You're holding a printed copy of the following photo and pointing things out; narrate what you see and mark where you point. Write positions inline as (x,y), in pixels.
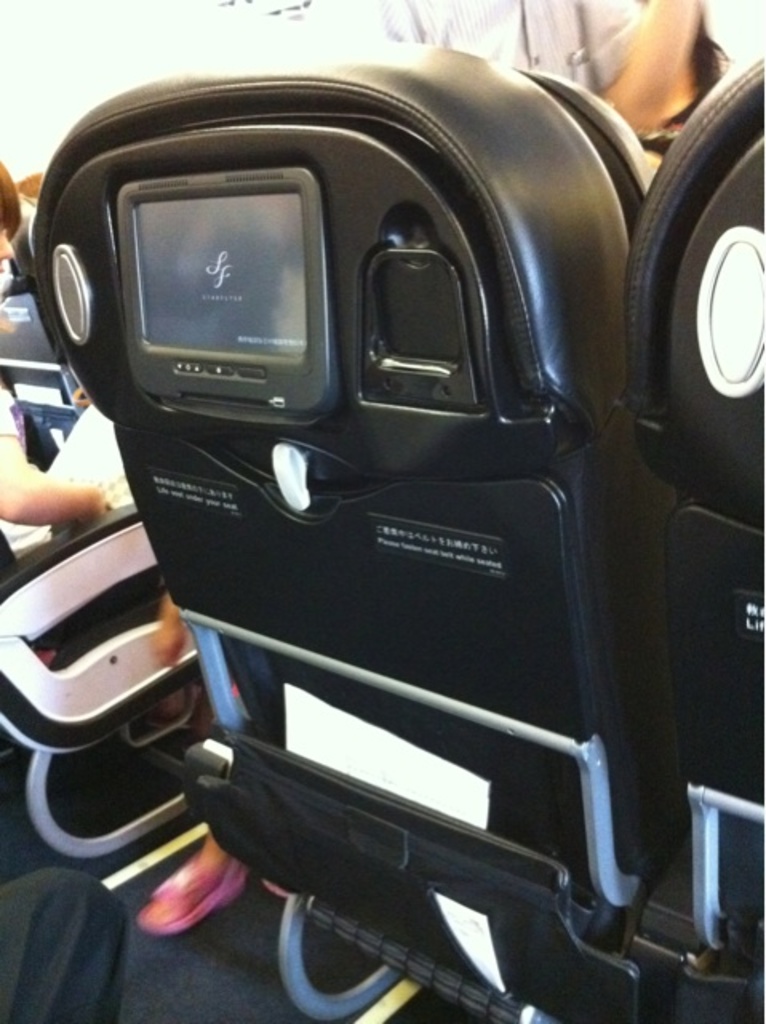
This image consists of chairs (278,568). On the left side (9,261) there is a person (40,513) sitting on a chair (85,667). There is a screen (161,261) attached to a chair (119,330). The chair (113,317) is in black color.
